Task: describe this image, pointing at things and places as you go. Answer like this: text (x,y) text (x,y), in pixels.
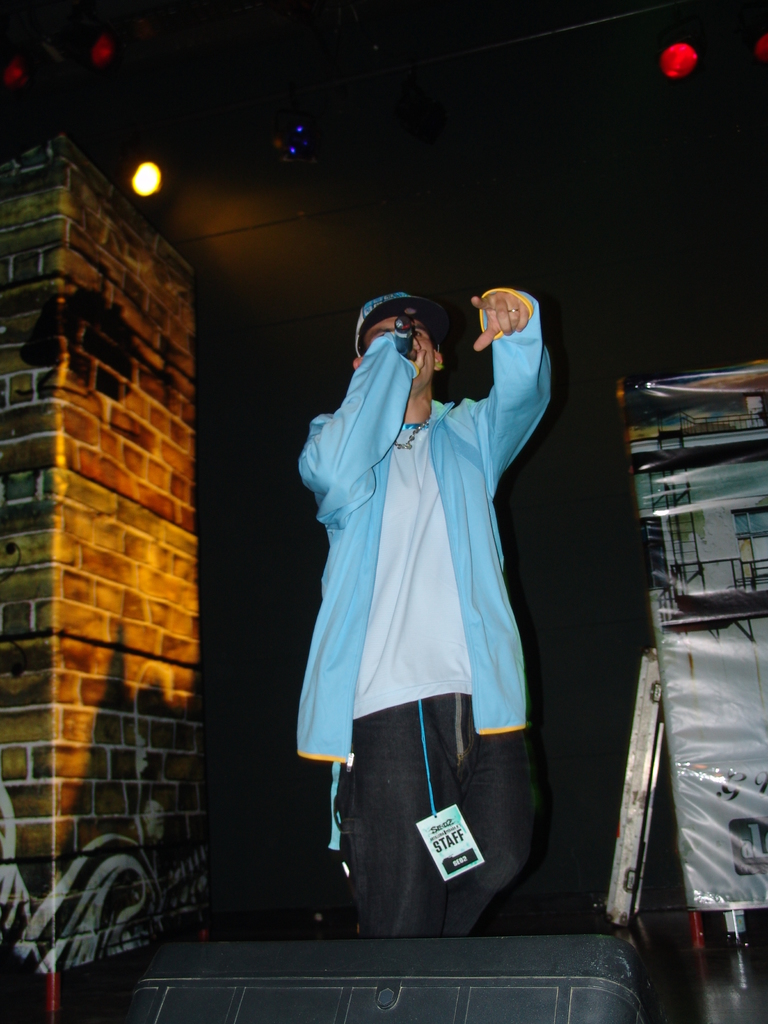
In this image I can see a person (400,585) is standing and holding a mic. Back I can see the pillar (122,561), lights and the dark background (530,98). In front I can see few objects (623,973).
